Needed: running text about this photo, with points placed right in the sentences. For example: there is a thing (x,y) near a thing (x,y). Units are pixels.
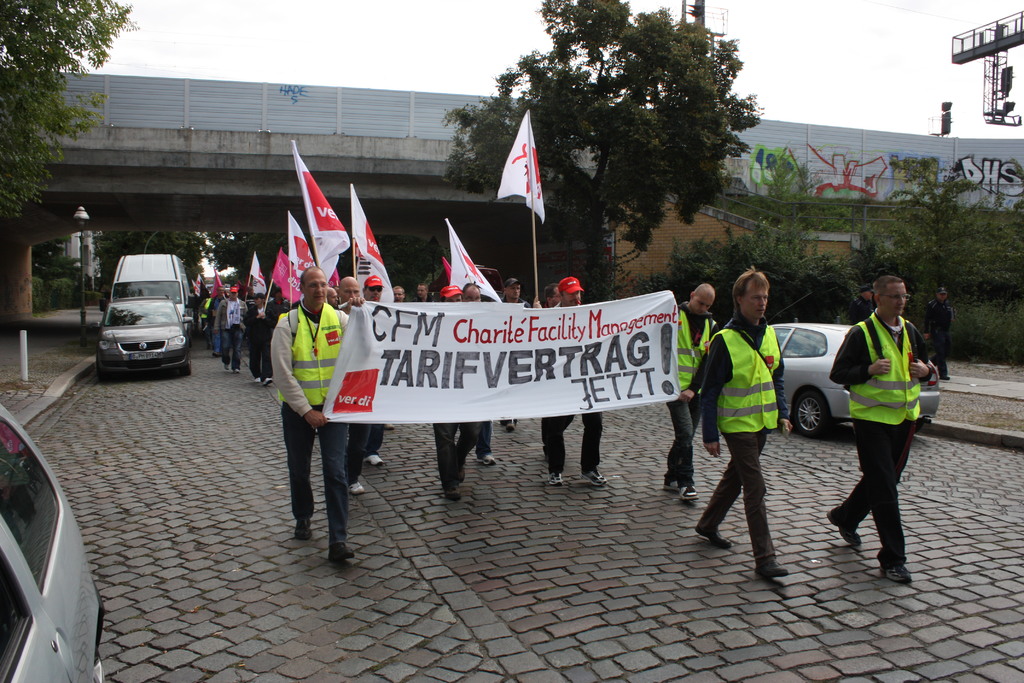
In the center of the image (356,445) we can see a group of people (555,483) are walking on the road (444,503) and some of them are holding the flags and two men (685,345) are holding a banner (636,352). In the background of the image (627,179) we can see a bridge (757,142), graffiti (979,191) on the wall (1011,192), trees (703,190), vehicles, poles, light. At the bottom of the image (456,632) we can see the road (408,611). At the top of the image (263,49) we can see the sky (305,61).
